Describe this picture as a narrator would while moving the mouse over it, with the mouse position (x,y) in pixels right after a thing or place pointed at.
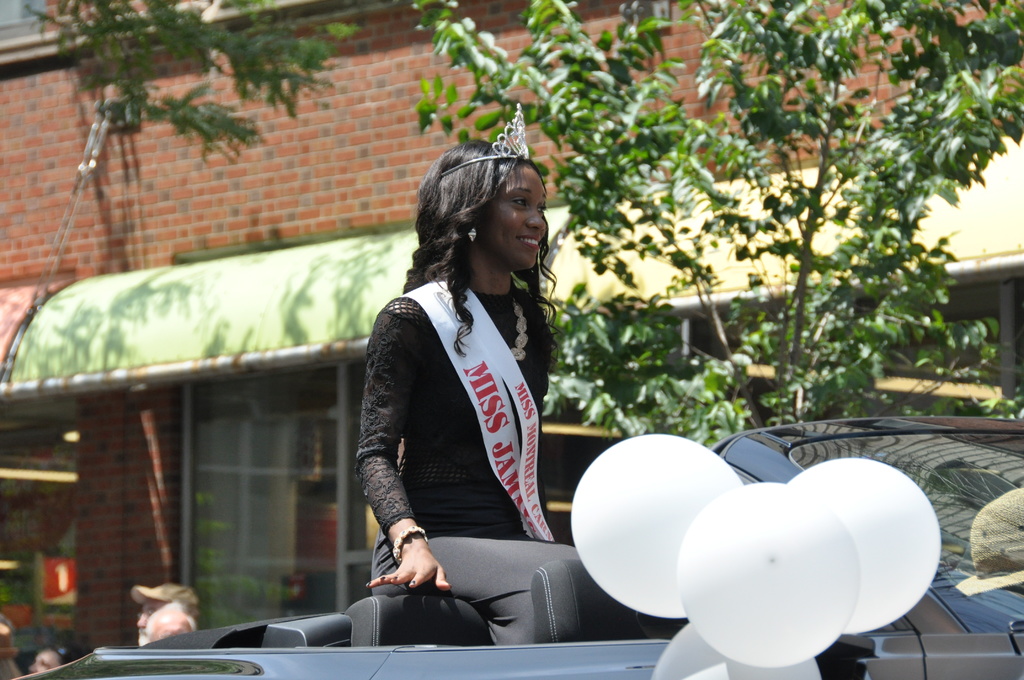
In this image I can see a woman (491,568) is sitting on the car (481,622), she wore black color top (467,515). On the right side (833,526) there are balloons (813,531) to this vehicle (641,635), at the top (654,141) there are trees (598,119) and a brick wall (316,163). She wore crown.
